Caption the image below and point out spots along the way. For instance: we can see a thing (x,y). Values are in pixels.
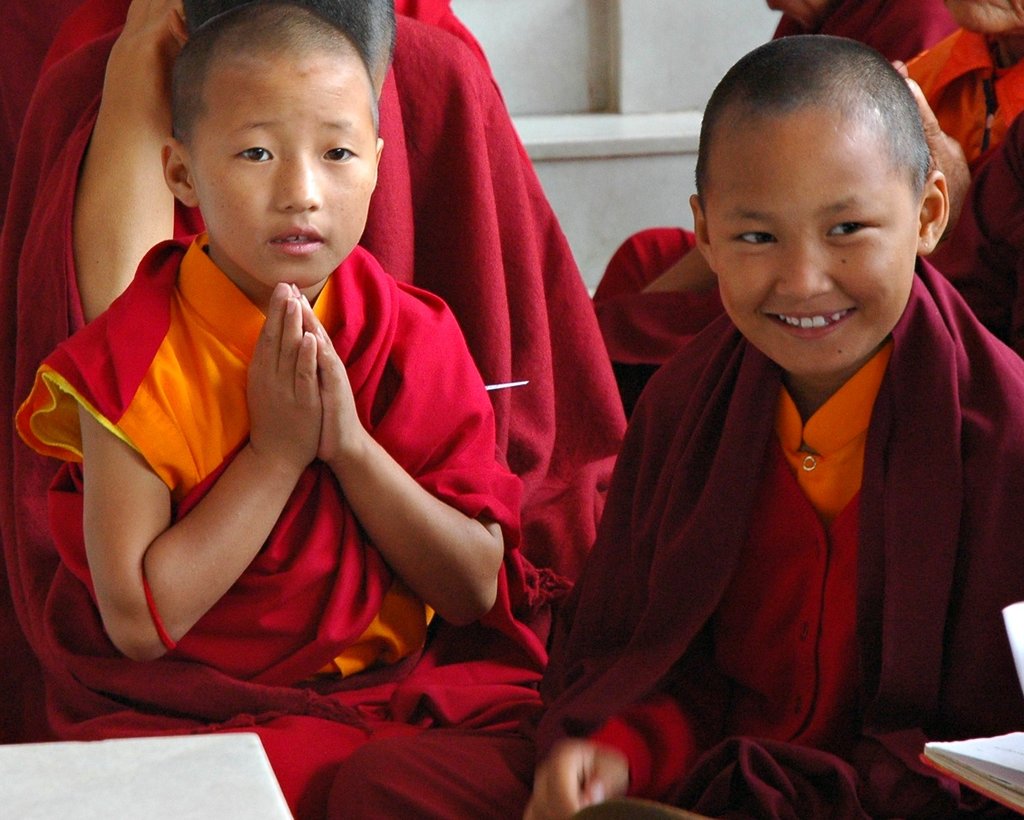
In the image we can see there are people (477,503) sitting and there are two kids (181,428) in front (180,444) wearing red colour dress (731,442). One kid (772,427) is smiling another kid (278,348) is holding hands (315,400) and at the background (546,40) there is a wall (605,104) made up of white marble (609,144).
